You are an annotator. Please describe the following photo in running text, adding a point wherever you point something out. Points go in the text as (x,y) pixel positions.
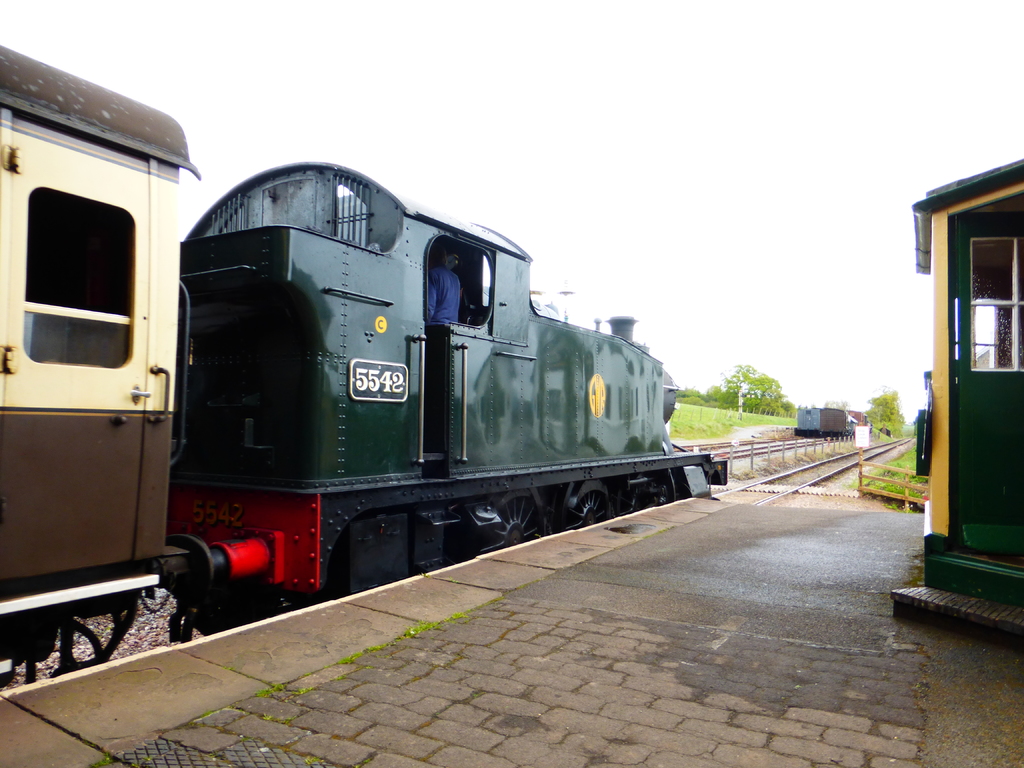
In this image there is a train (147,401) on the railway track (790,476). Beside the train (298,490) there is a platform (564,596) on which there is a house (985,338). At the top (786,199) there is the sky (769,231). In the background (757,409) there are few plants (696,418) and trees (732,392) beside the track (814,469).
